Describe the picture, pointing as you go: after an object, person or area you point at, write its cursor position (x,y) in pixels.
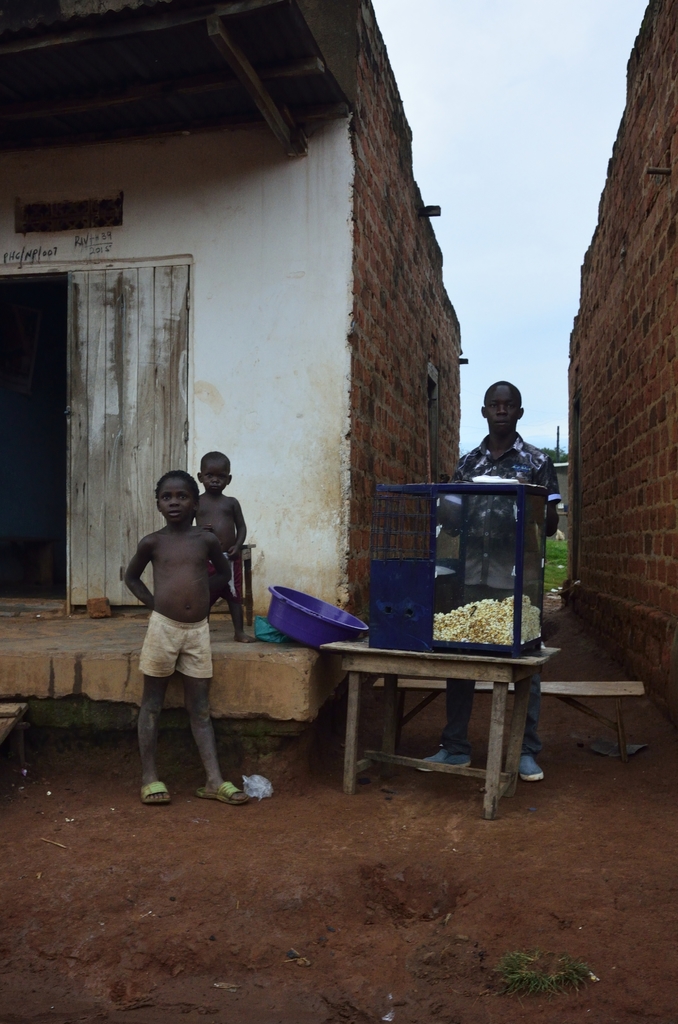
In the foreground of this picture (377,604), there are three persons (526,462), one man (510,473) and two boys (221,577) standing and there is a pop corn counter (484,611) in front of the man (531,482). In the background (526,331), there are buildings (305,327) and the sky (536,103).
